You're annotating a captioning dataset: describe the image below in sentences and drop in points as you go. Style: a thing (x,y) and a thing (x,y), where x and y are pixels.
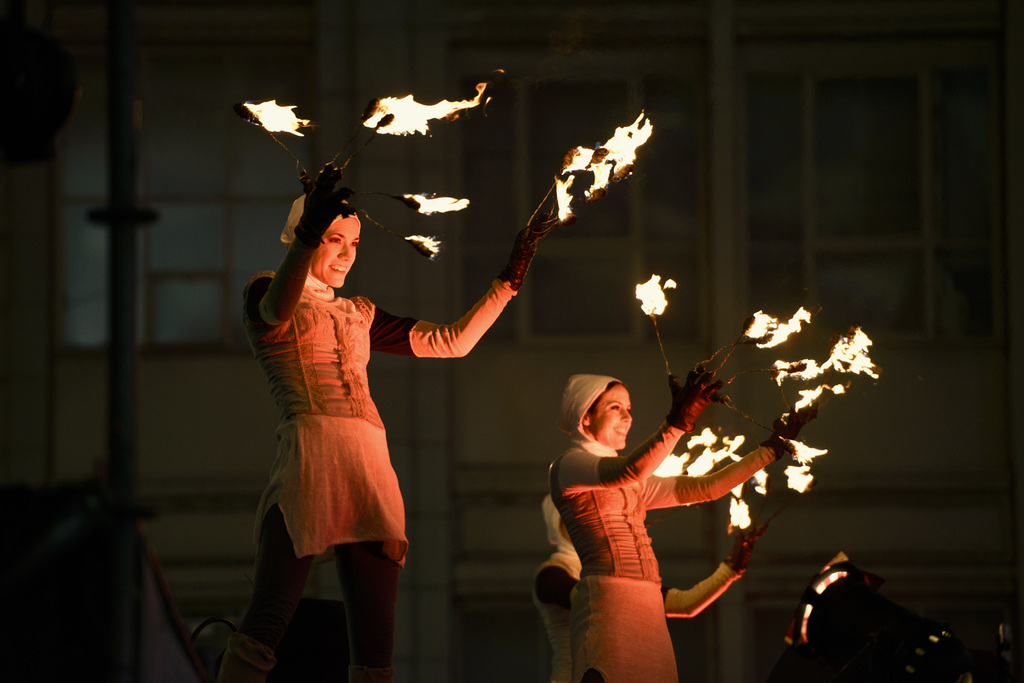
In the middle of the image (363,447) few people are standing and holding some fire sticks (291,155). Behind them there is building (285,14).
